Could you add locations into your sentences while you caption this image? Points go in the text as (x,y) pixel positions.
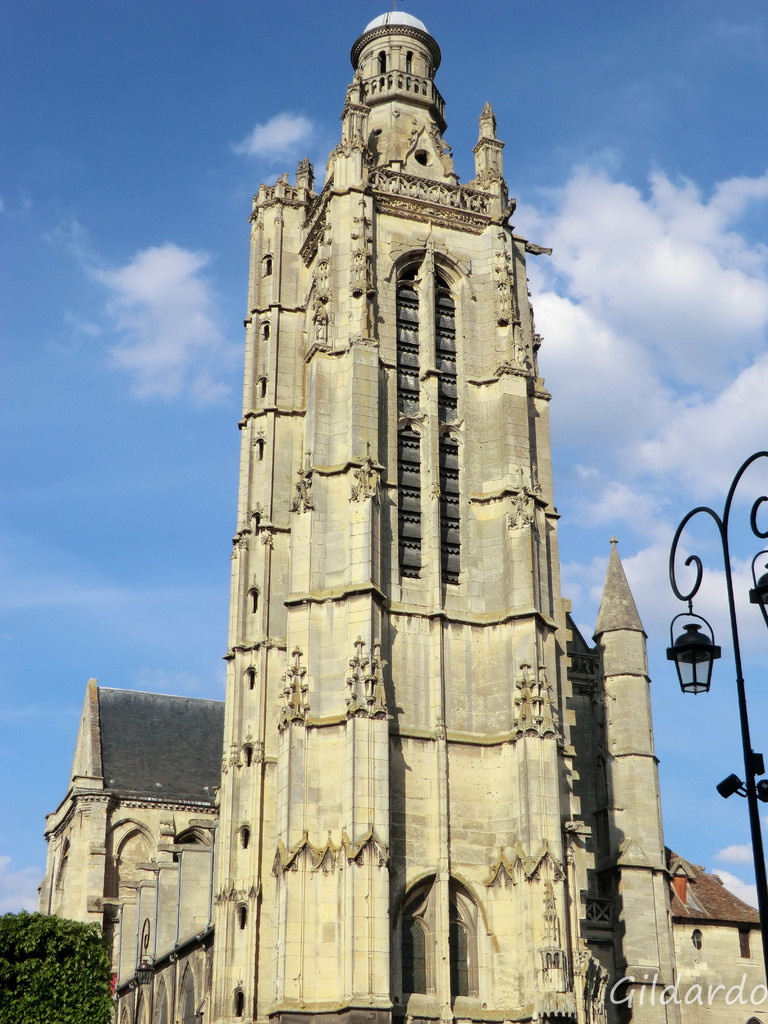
As we can see in the image there are buildings (328,808), street lamps (759,532) and on the left side (48,984) there is a tree (53,970). At the top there is sky (228,51) and there are clouds (578,291).
